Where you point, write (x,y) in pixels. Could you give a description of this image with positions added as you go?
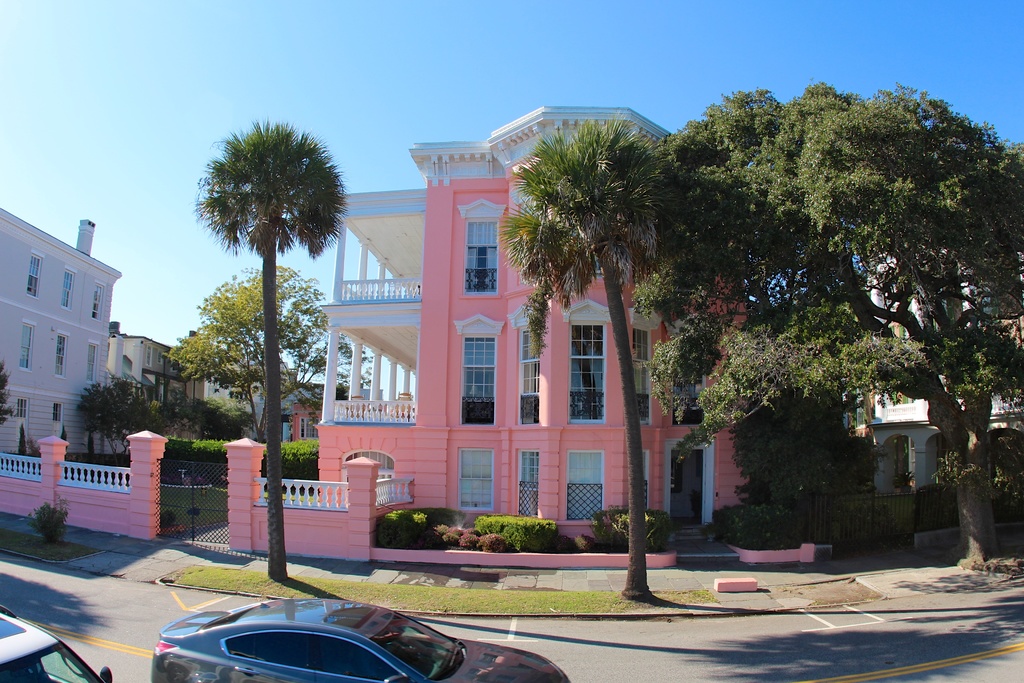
In this image I can see the vehicles (25,638) on the road (650,665). To the side of the road (495,630) I can see the trees (666,347) and buildings (433,415). I can see the buildings (569,364) are in white and pink color. In the background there is a sky (764,61).
